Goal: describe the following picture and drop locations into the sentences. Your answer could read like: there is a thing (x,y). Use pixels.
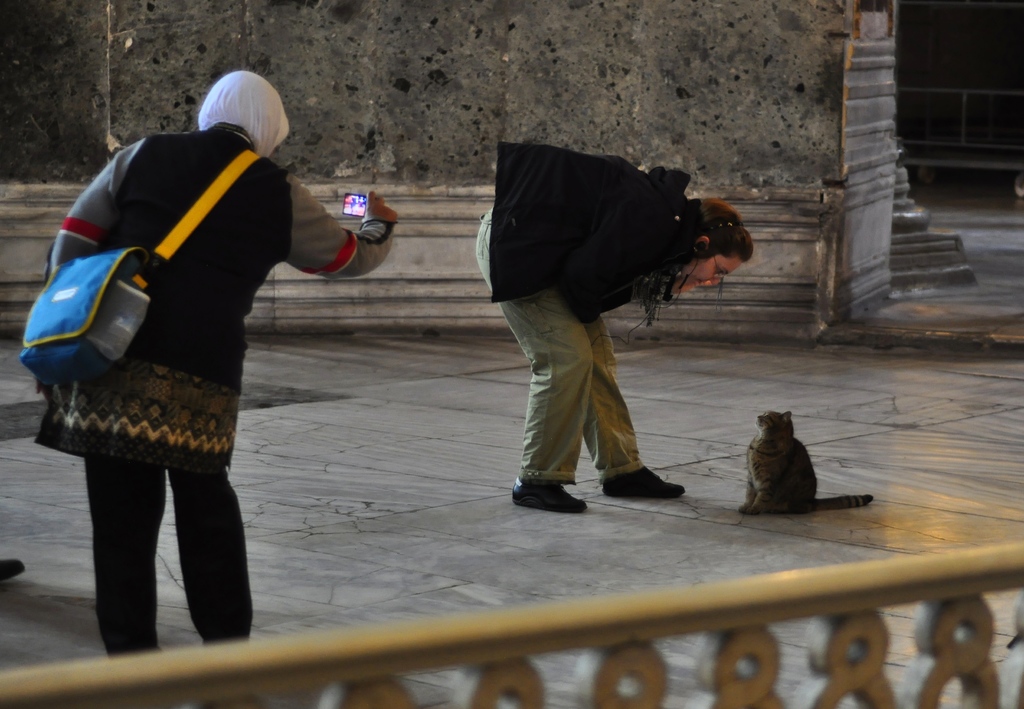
In this picture a lady (152,203) is shooting with a camera (356,201) and in the opposite side a lady (632,205) is looking at the cat (794,471).
